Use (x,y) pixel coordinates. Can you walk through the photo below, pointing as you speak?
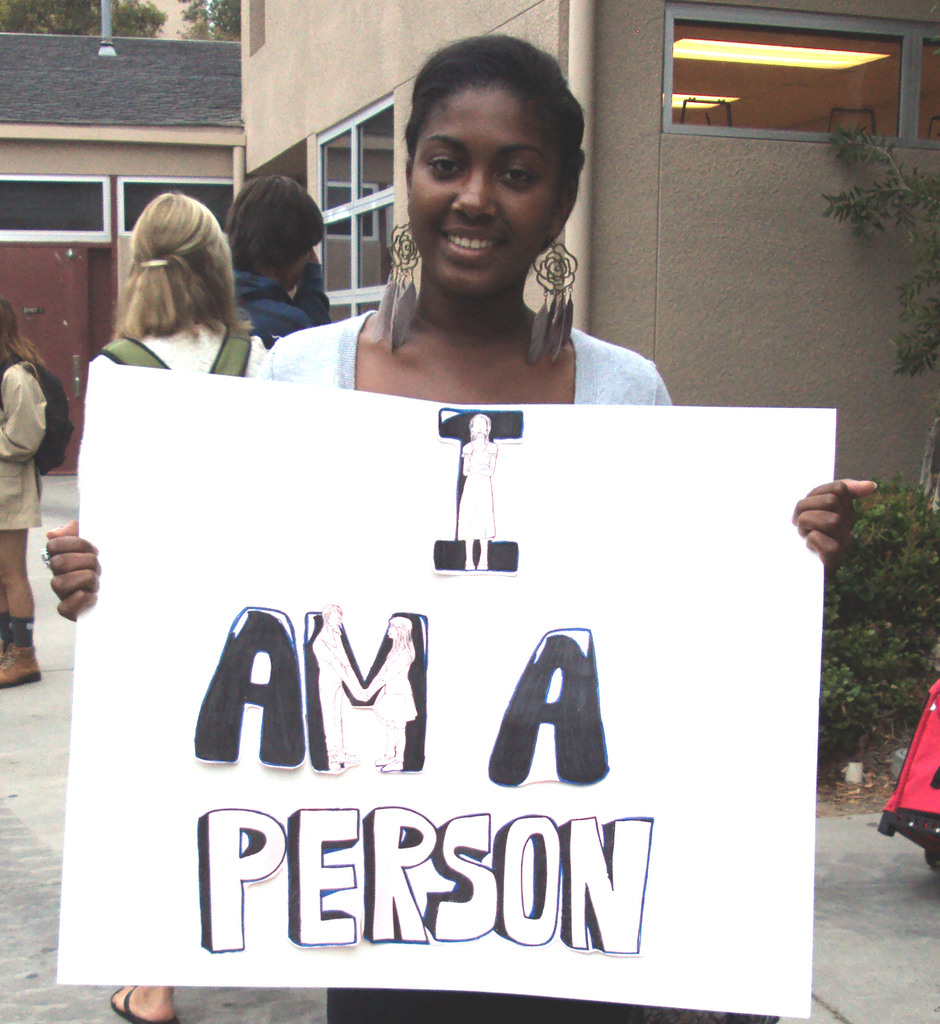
In this picture I can see a woman (456,223) standing and smiling by holding a board (734,773), there are three persons (23,357) standing, and in the background (72,28) there is a building (387,83) and there are trees (194,28).
